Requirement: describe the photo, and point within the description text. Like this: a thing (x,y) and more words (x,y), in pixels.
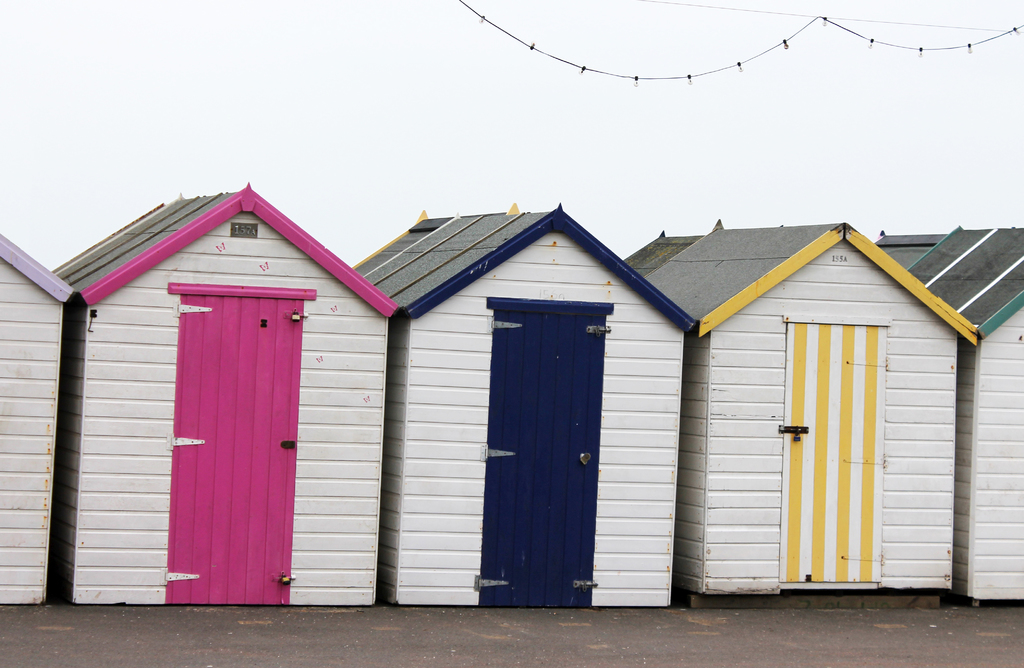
In the picture we can see five huts (806,289) near to each other with some colored doors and to it ceiling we can see a wire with lights (786,43) to it.
